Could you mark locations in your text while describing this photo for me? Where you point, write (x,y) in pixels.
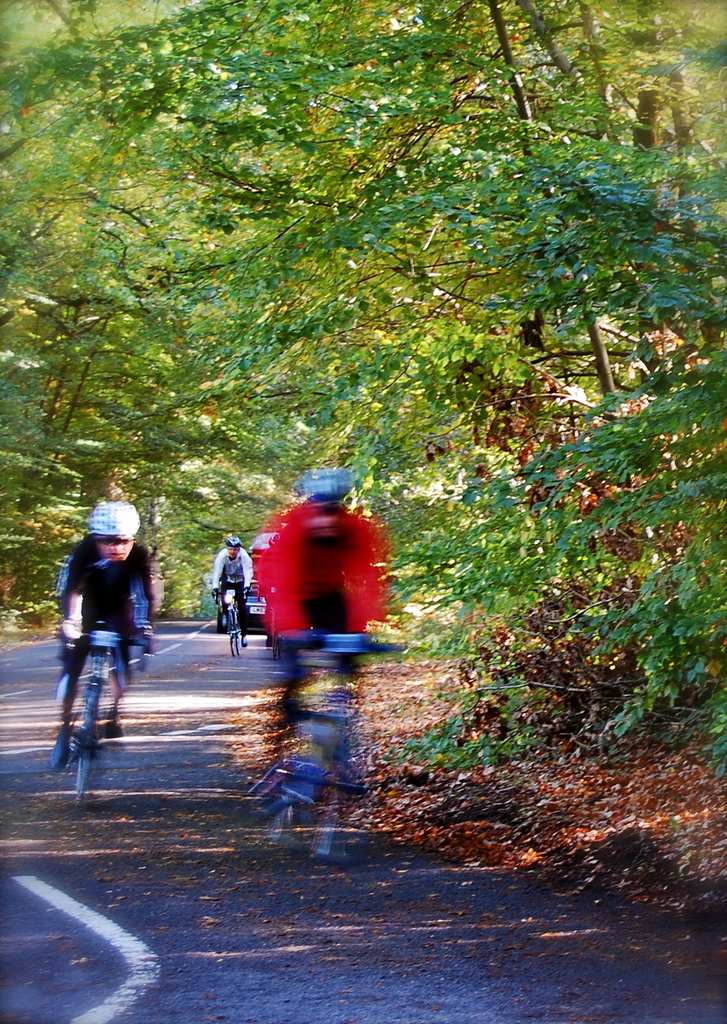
In this image, There is a road (233,814) which is in black color, There are some people (334,626) riding their bicycles (95,689) and in the background (607,665) there are some green color plants (582,248) and trees (328,166).
